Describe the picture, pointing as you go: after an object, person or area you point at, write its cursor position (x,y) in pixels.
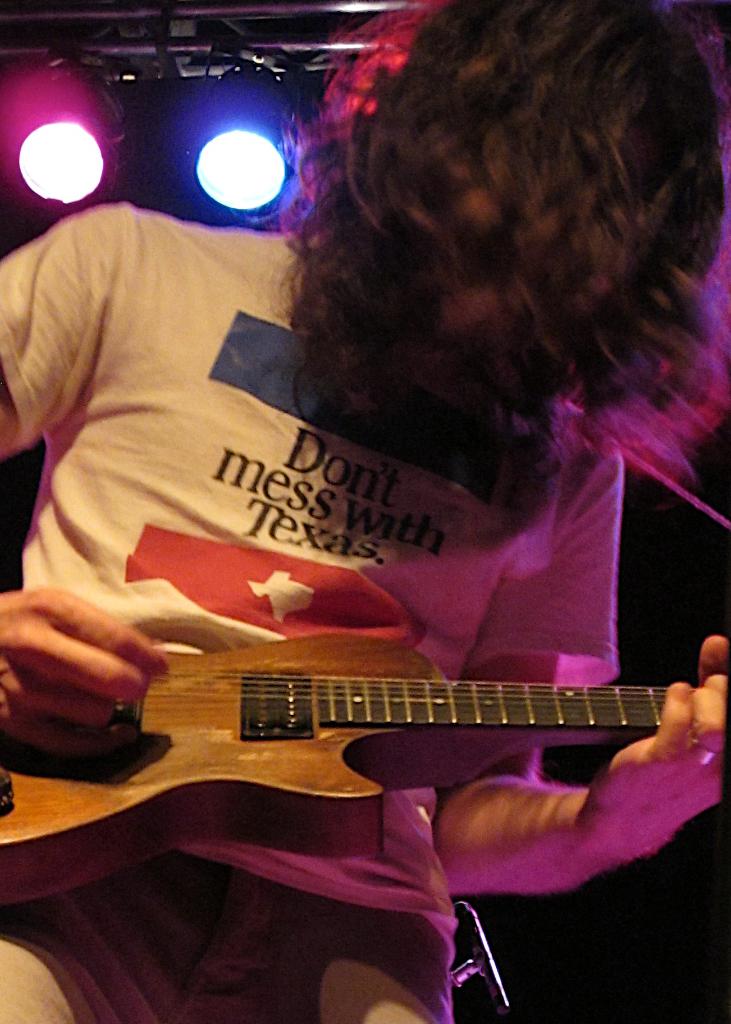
Here we can see a person (499,342) with long curly hair (541,334) playing guitar (215,693). At the top (79,147) we can see lights (269,182). Background (628,990) is dark.
